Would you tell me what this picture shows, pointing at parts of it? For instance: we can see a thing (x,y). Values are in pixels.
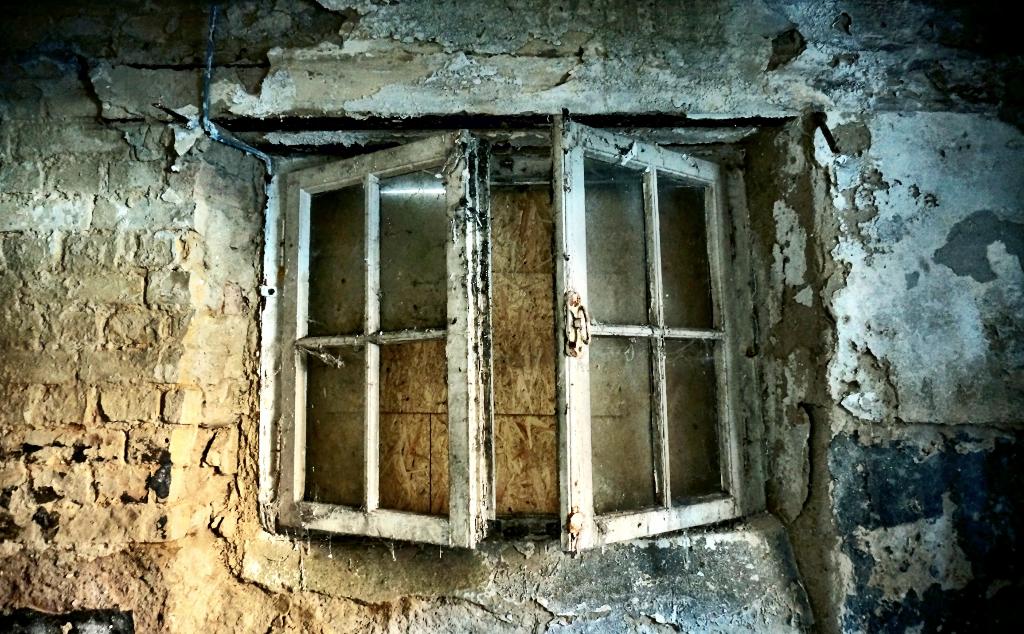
It is a zoomed in picture of an old window (424,401) and wall (589,551).
